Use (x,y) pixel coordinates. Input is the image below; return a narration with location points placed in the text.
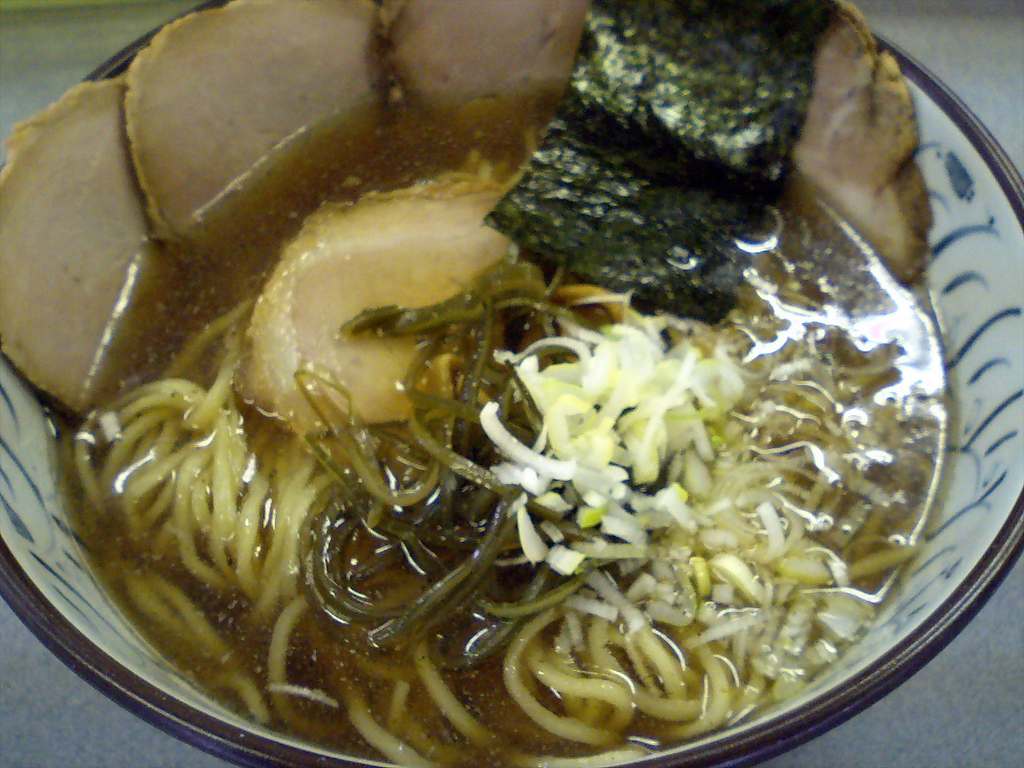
In this image, we can see some food item (506,210) in a bowl (107,645).
